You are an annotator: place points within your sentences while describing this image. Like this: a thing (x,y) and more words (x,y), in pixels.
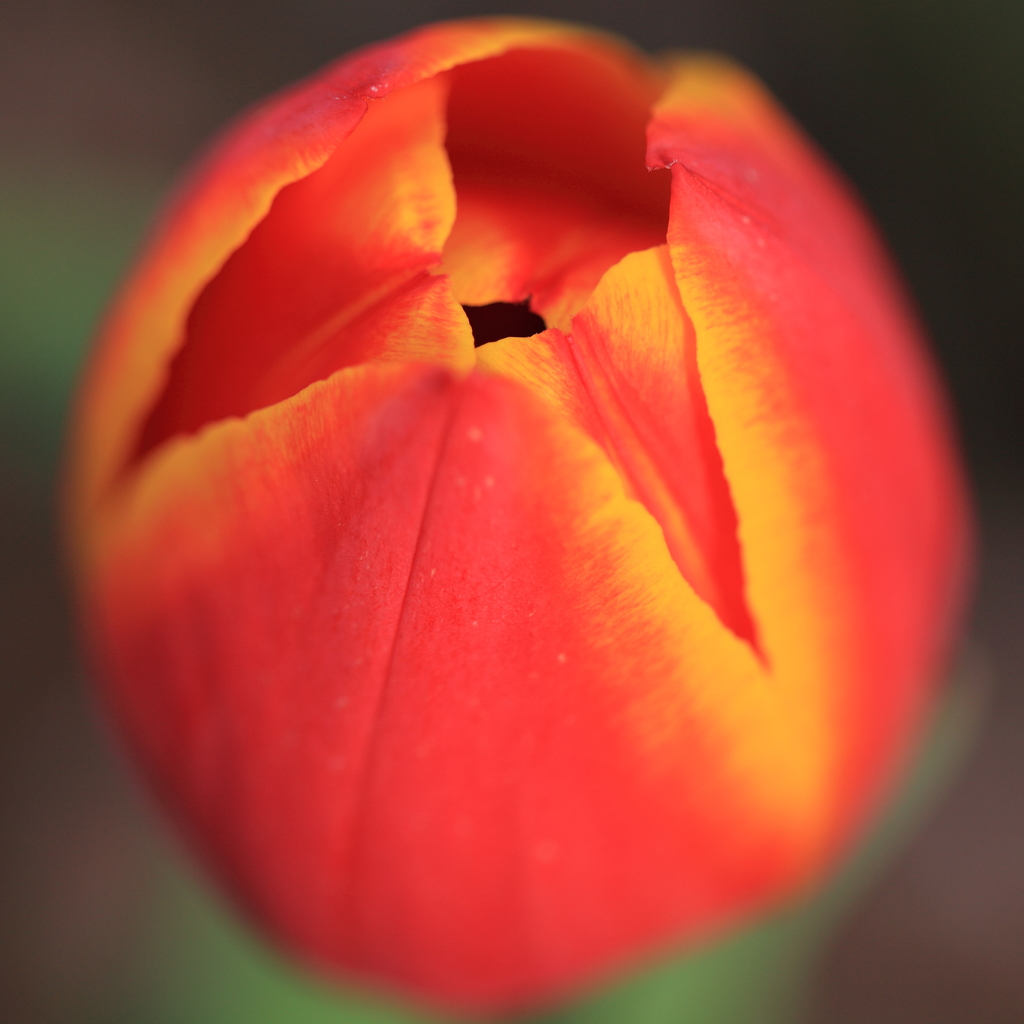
In this image we can see a red and yellow color bud (656,703). Around this red and yellow bud (515,619) it is blurry.
